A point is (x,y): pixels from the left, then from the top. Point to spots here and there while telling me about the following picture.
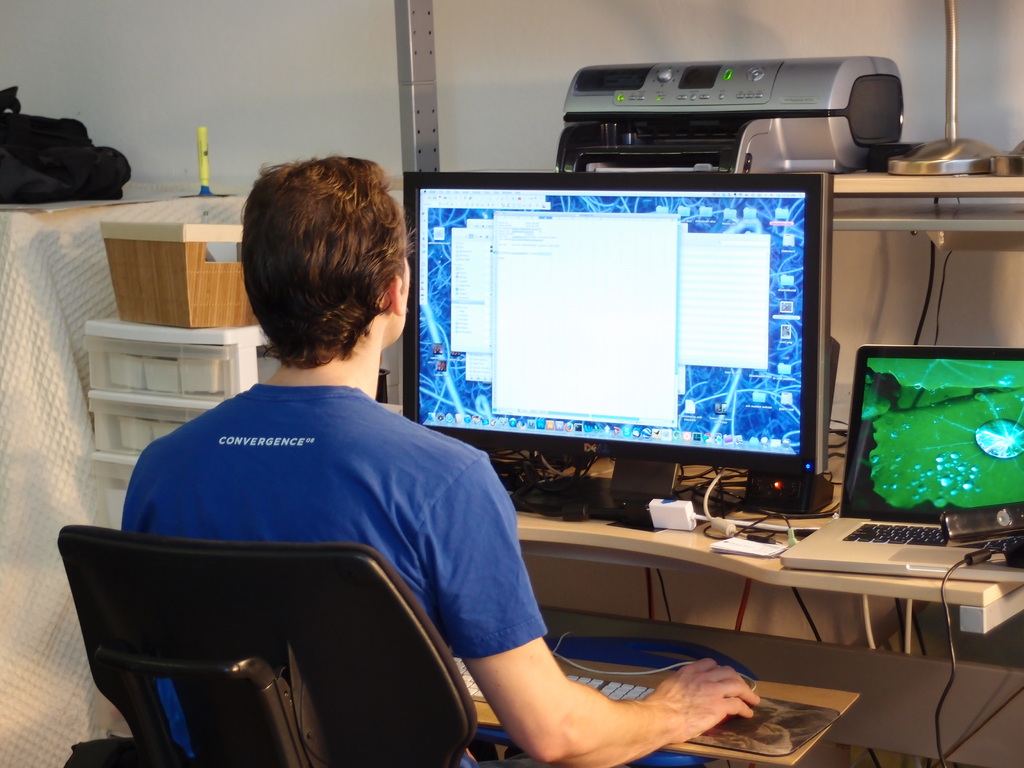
In the middle of the image (354,507) a man (167,502) is sitting on the chair (215,684) and looking into a computer (736,361). Behind the computer (690,206) there is a electronic device (726,140). Bottom right side of the image (912,666) there is table (1016,594), On the table (842,508) there is a laptop (911,461). Top left side of the image (69,161) there is a bag (89,159).
